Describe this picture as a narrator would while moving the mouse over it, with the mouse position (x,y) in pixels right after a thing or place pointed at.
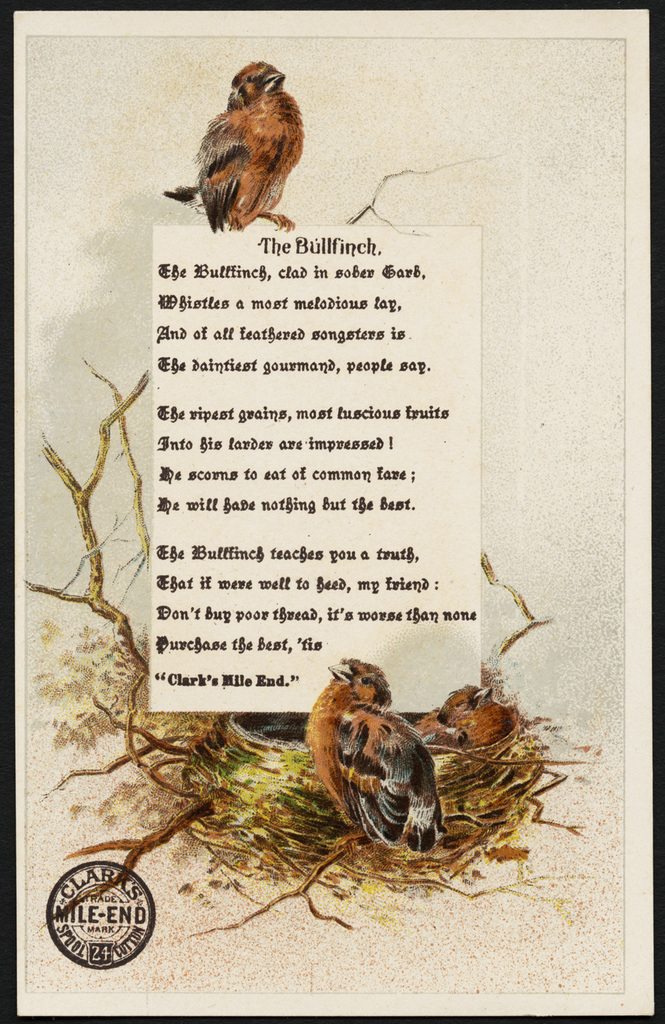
By seeing this image we can say it is a poster. In the foreground of the image (323,876) we can see a nest (287,796) and a bird (427,770). In the middle of the image (411,564) we can see some text (258,307). On the top of the image (266,147) we can see a bird (266,147).
